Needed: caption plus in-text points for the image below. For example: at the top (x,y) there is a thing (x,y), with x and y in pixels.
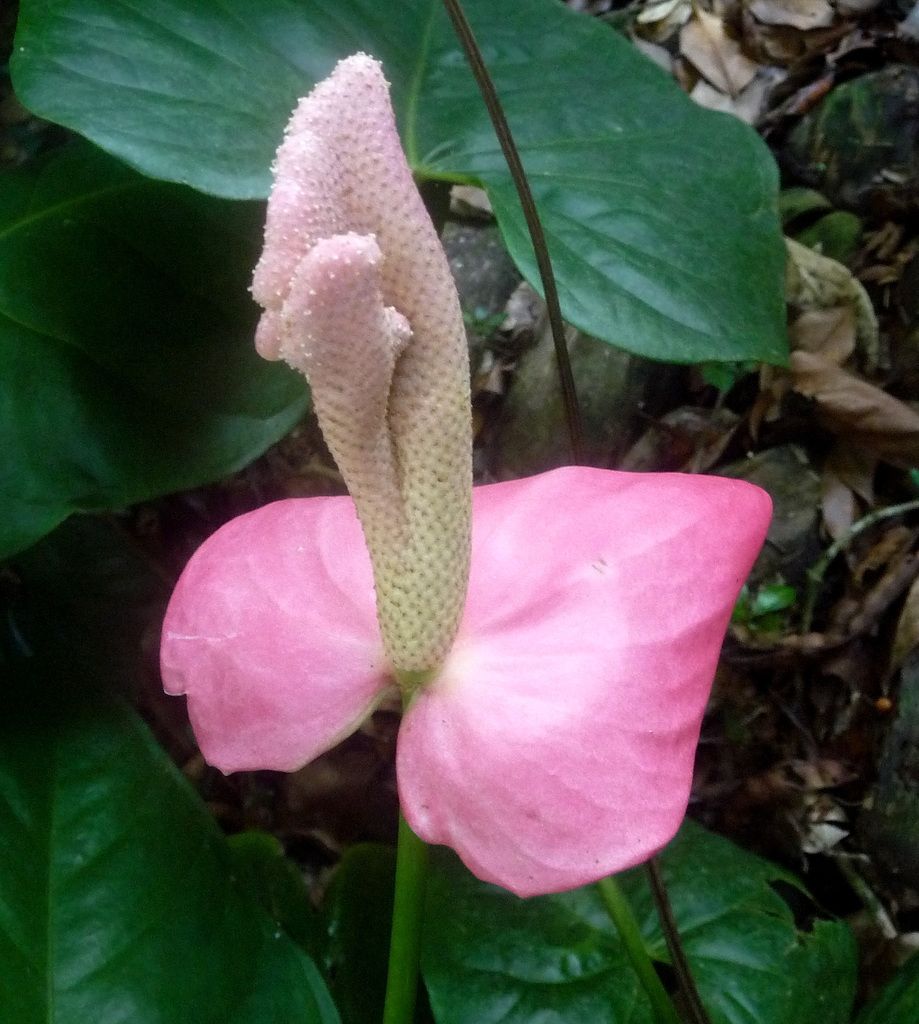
In this picture we can see a pink flower (239,632), green leaves (620,178) and some dried leaves (866,489) in the background (668,186).
